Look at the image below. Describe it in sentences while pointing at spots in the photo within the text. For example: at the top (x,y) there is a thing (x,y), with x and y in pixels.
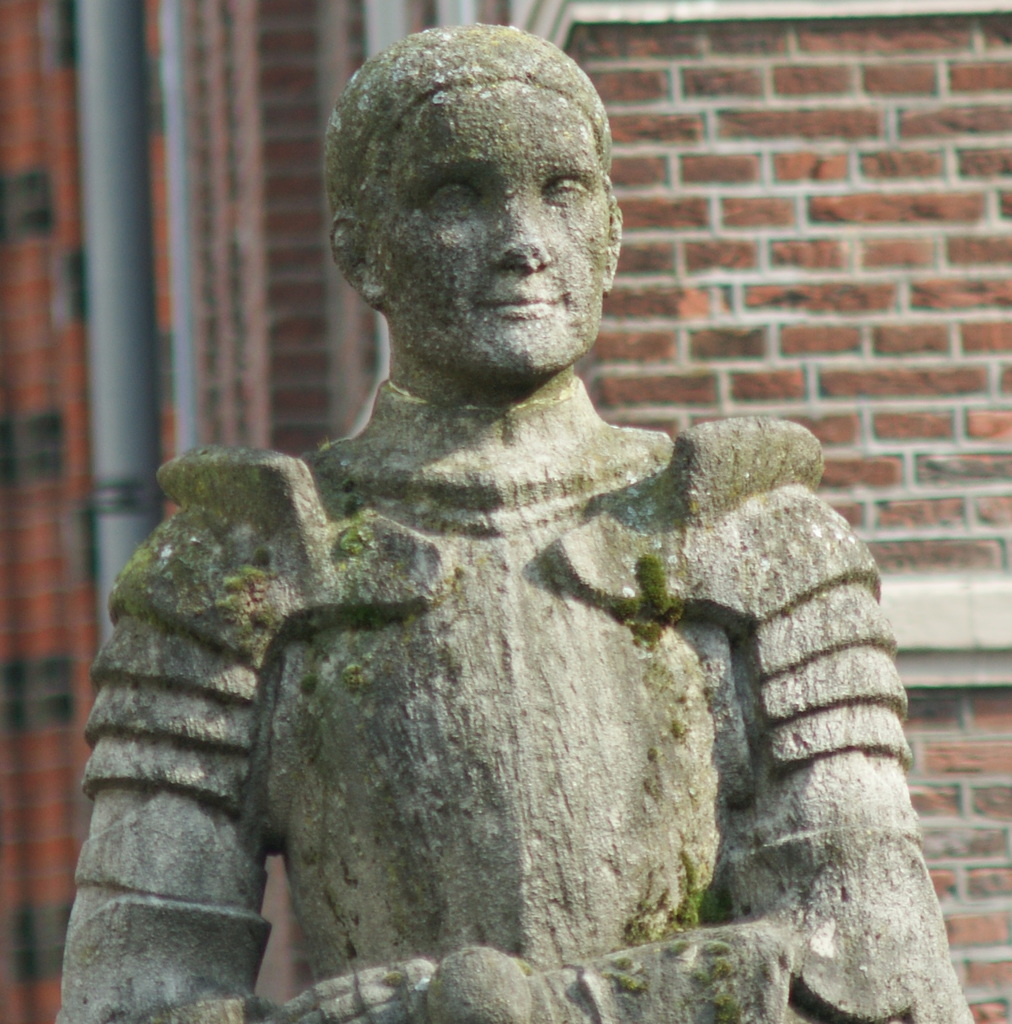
There is a person's statue (728,784). In the background (957,215), there is a brick wall (273,83) of a building (853,58), near two pipes (128,441).
